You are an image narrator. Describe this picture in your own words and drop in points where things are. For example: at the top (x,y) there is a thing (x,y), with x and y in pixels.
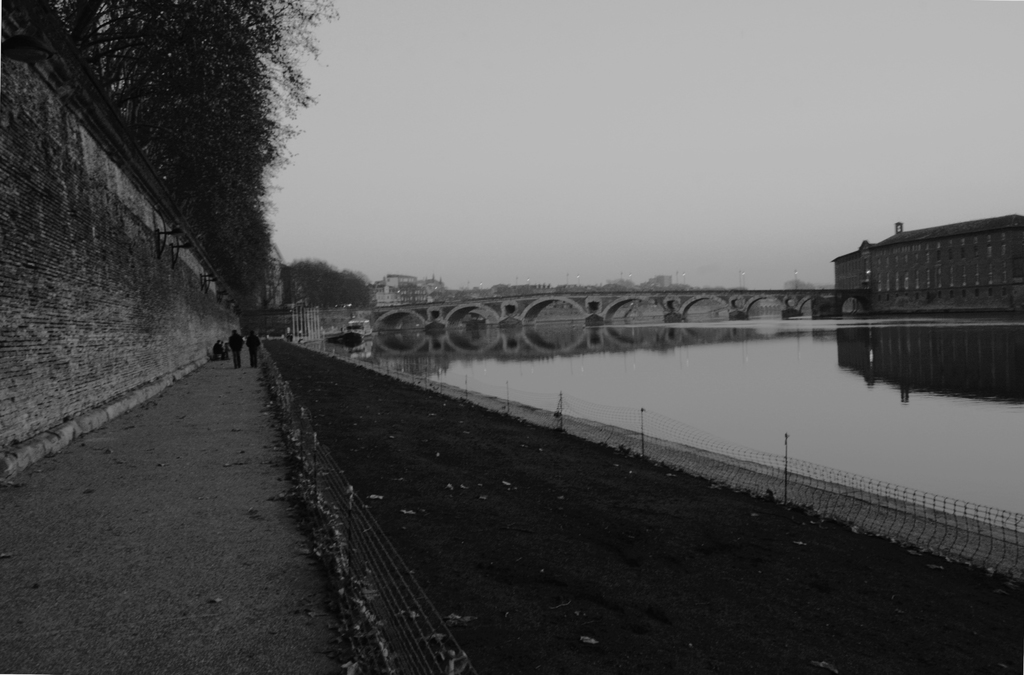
In this image we can see a bridge (369,309). In front of the bridge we can see the water (890,412) and fencing (734,472). On the left side (179,357), we can see persons (237,351), trees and a wall (151,347). On the right side (885,285), we can see a building (845,271) and we can see the reflection (966,352) of building (915,304) on the water (974,347). At the top (522,159) we can see the sky (450,197).
